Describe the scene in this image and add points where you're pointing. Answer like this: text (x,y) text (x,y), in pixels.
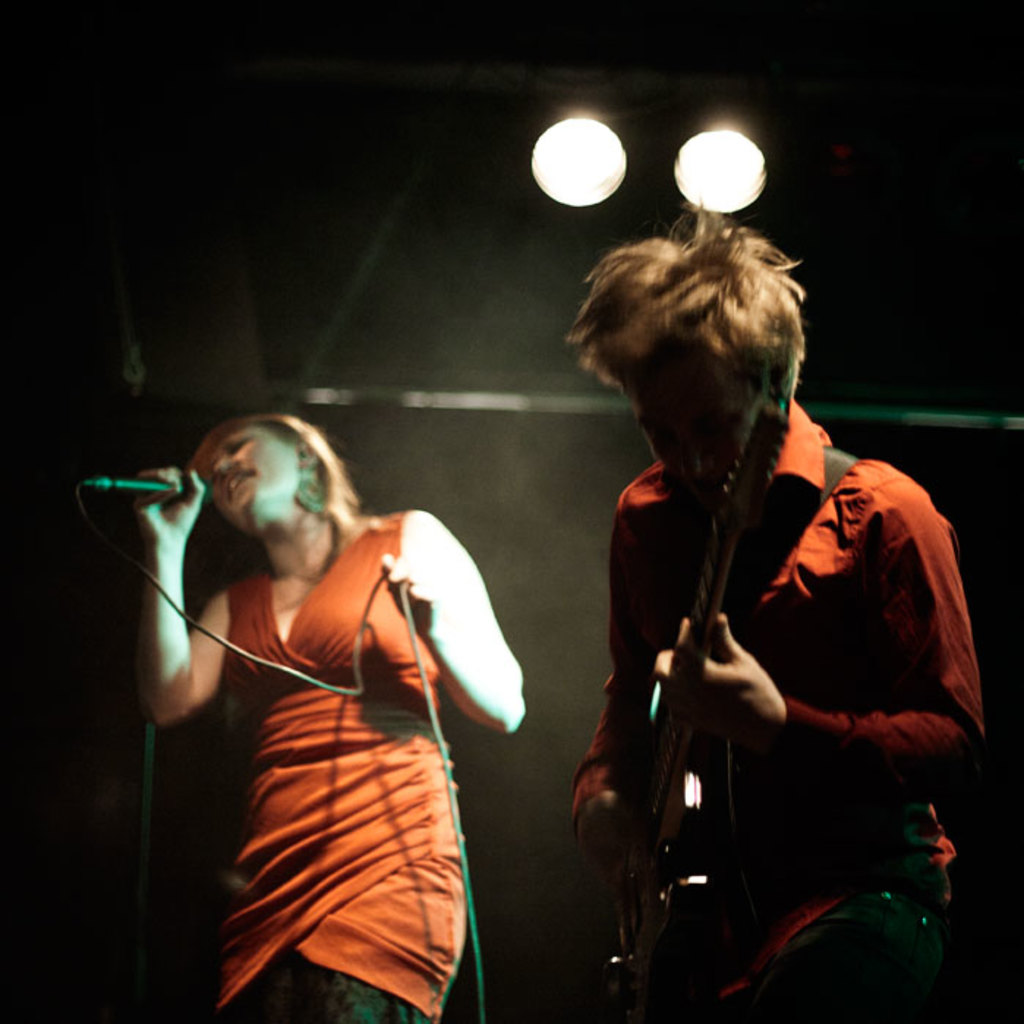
In the left (237,506) a women (140,680) is wearing an orange color dress (378,796) she is singing in the microphone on the right (863,899) a man (757,878) is standing and playing the guitar (712,642) he too wearing an orange color shirt (809,565).
